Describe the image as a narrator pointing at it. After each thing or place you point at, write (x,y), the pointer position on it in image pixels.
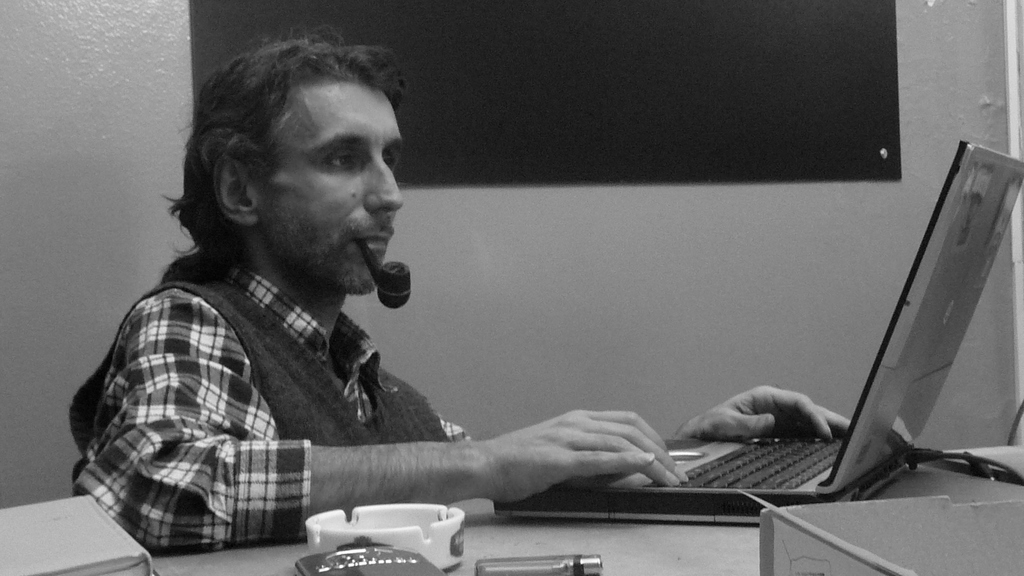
In this image a person (387,391) is sitting. He put a pipe (401,292) in his mouth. He is using a laptop (846,460). In front of him on a table (189,555) there is ashtray (409,534), lighter (558,564), book (119,545), laptop (717,488). In the background (682,72) on the wall (946,396) there is a board (602,112).
